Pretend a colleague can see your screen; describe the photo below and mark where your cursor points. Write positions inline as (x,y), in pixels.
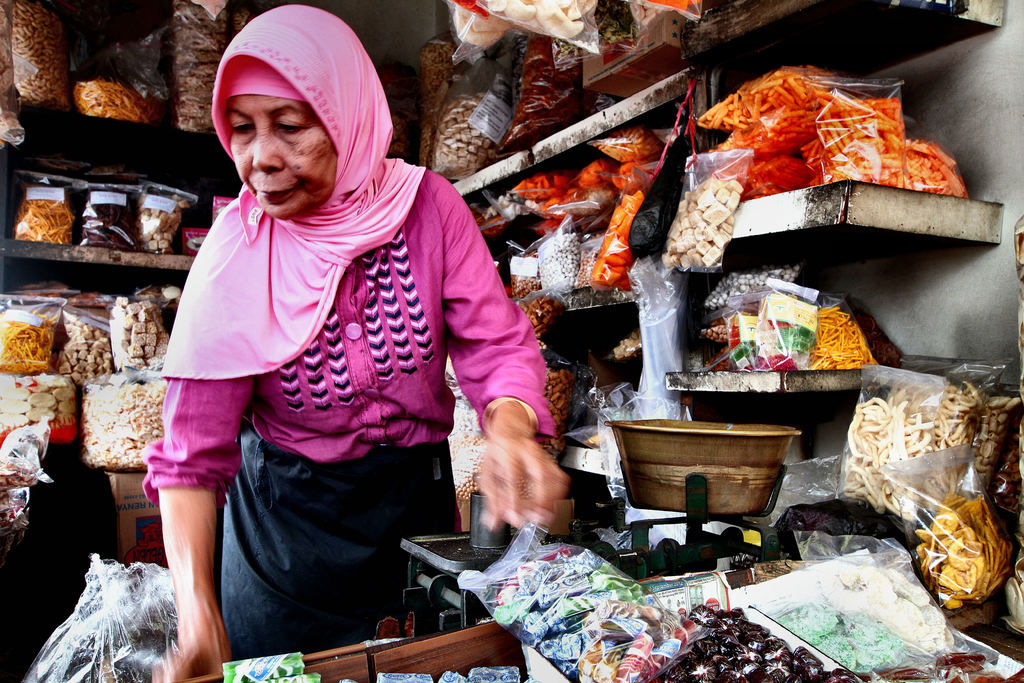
In the picture we can see a woman (427,511) standing in the shop (469,511) and adjusting something and she is in the pink dress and near to her we can see a table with weighing bowl (703,438) and near to it, we can see some packets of eatable items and in the background (59,83) also we can see racks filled with edible items (461,431).
